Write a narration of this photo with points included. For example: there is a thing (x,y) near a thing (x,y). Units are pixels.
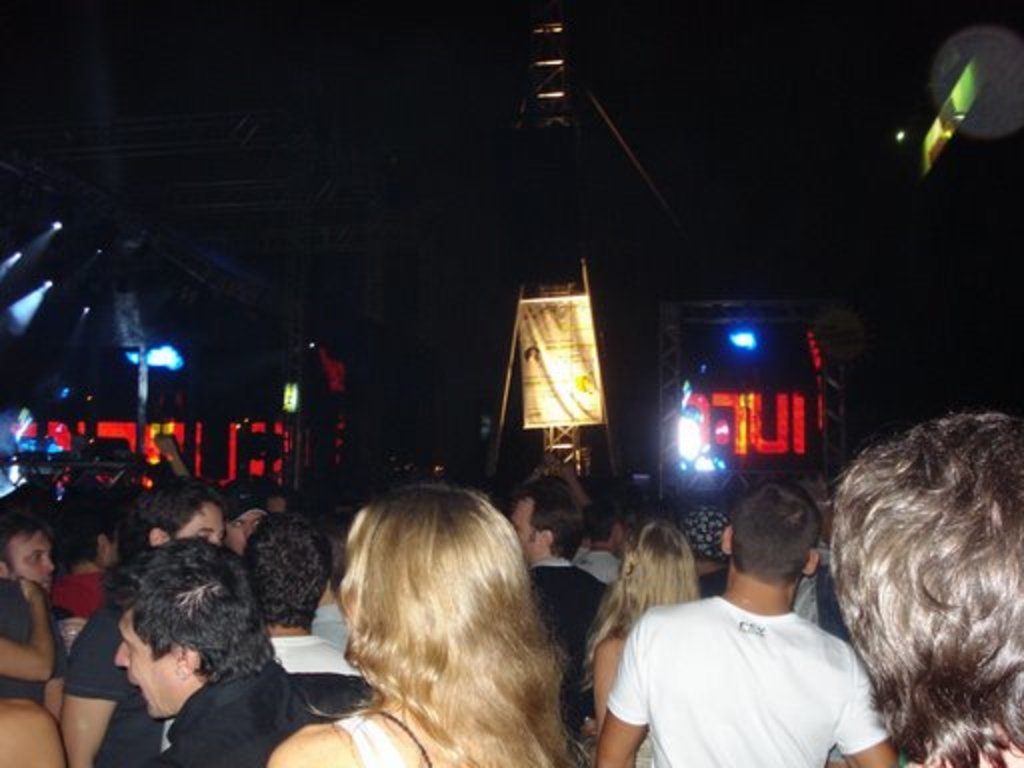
There are many people (482,540) here standing. In the background (570,345) there is a banner (544,388), poles (509,376), lights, screen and some other items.
